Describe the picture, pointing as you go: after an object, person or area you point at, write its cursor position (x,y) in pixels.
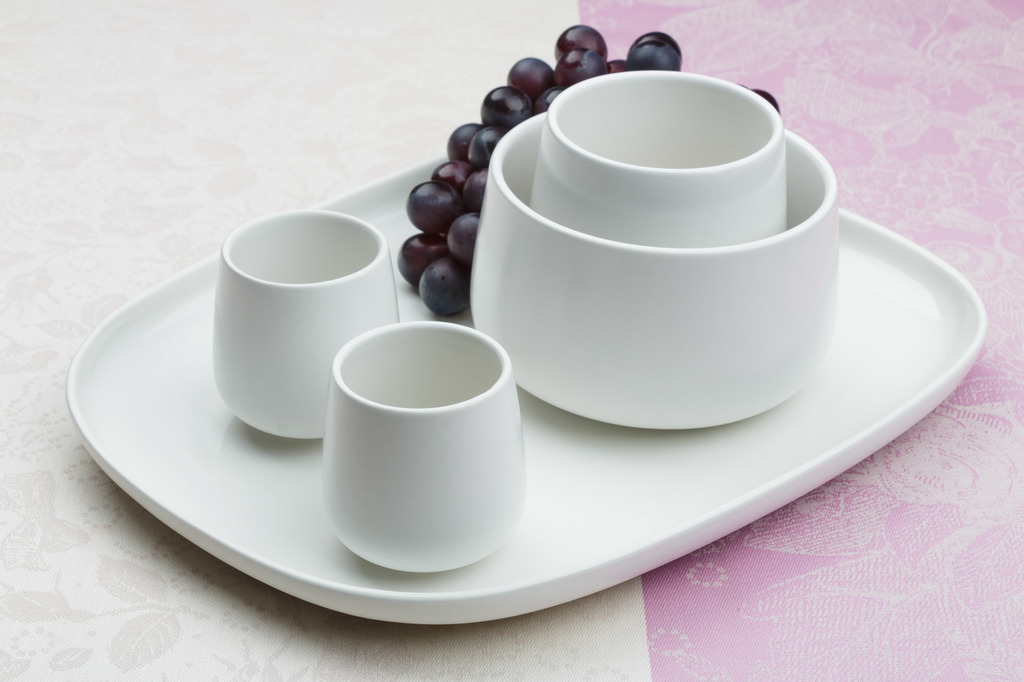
In this image we can see a white colored tray (294,480) with some objects (793,263) like cups (362,285), bowl (810,253) and grapes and the tray (639,436) placed on a surface (340,67) which looks like a table (727,58).
